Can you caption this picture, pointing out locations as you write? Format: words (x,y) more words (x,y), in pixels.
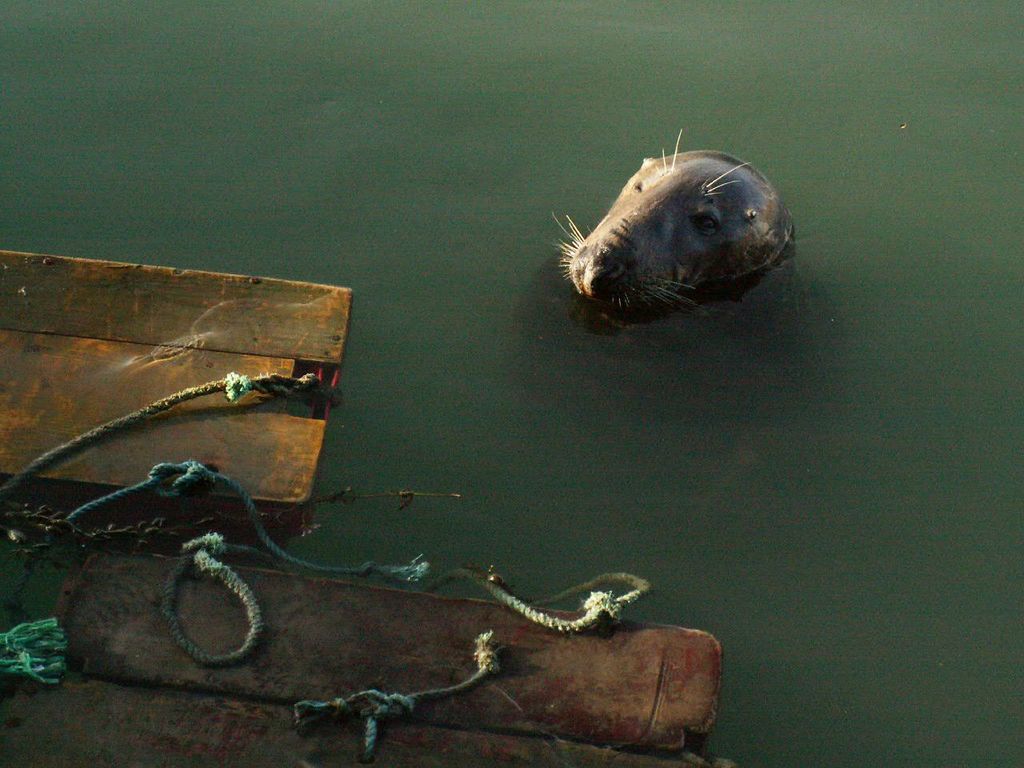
These are the wooden boards (130,620) with ropes (250,592) are floating on the water (347,466). I can see a seal (729,263), which is in the water (754,348). This water (506,318) is green in color.
